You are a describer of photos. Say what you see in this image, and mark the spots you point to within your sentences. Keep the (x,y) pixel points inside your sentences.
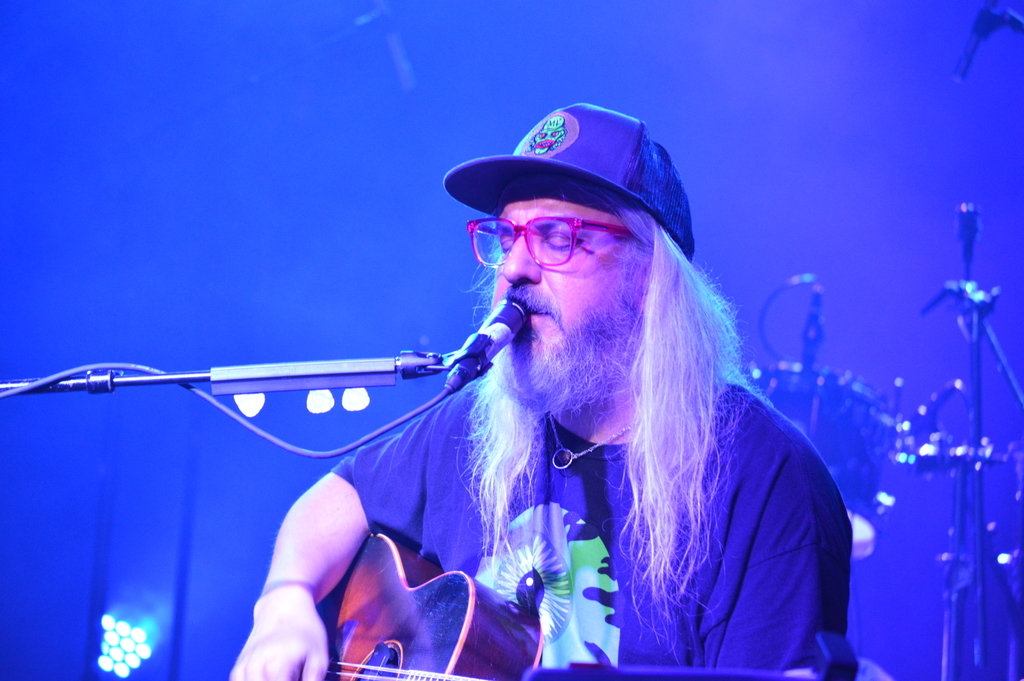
In this image there is a man (338,556) who is playing the guitar (338,665) with his hand (315,652) and singing through the mic (496,331) which is in front of him. At the back side (110,640) there are lights (118,630) and drums (842,446).
